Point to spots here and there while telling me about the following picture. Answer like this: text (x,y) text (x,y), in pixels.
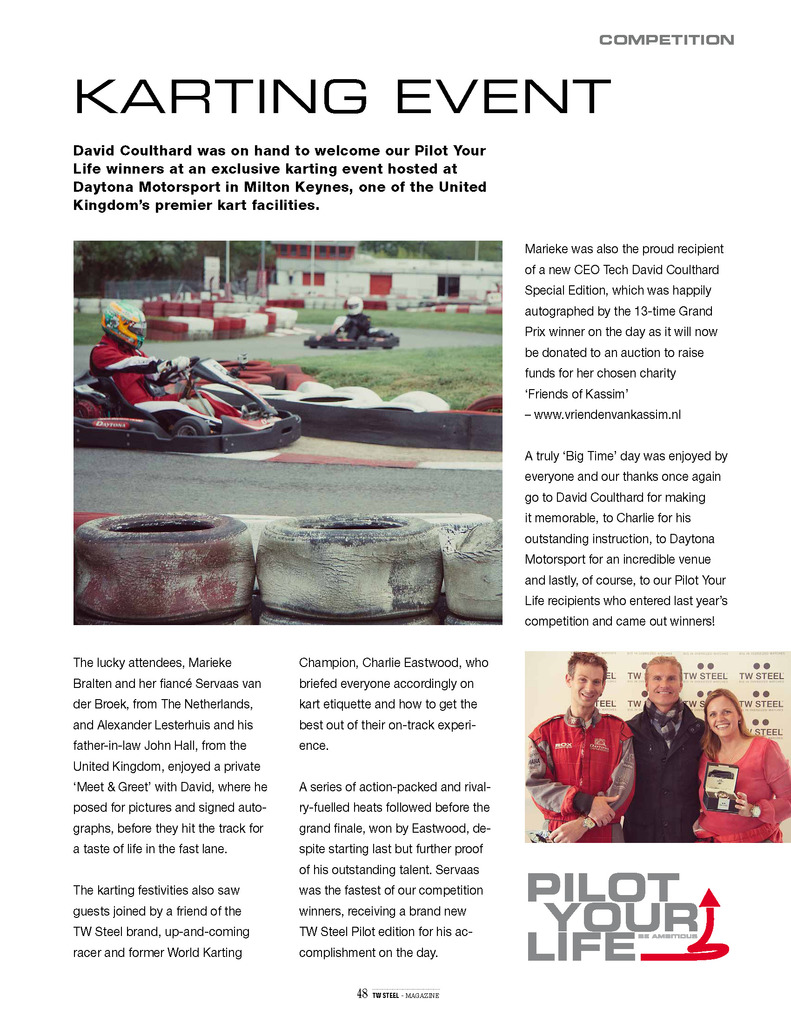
In the picture I can see two images (410,592) and there is something written beside, below and above it.
